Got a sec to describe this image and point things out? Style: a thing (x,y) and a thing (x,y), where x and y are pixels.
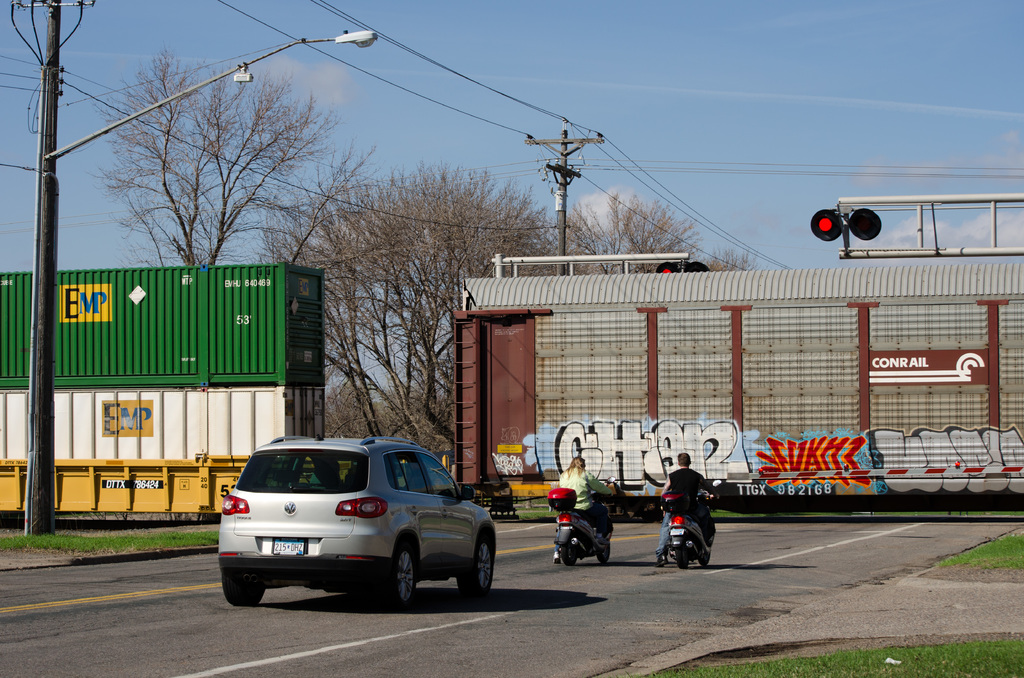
At the bottom of the image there are some vehicles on the road (987,530). Behind the vehicles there is a train (966,415). At the top of the image (546,226) there are some poles (965,194) and trees (491,216) and clouds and sky (983,8).
